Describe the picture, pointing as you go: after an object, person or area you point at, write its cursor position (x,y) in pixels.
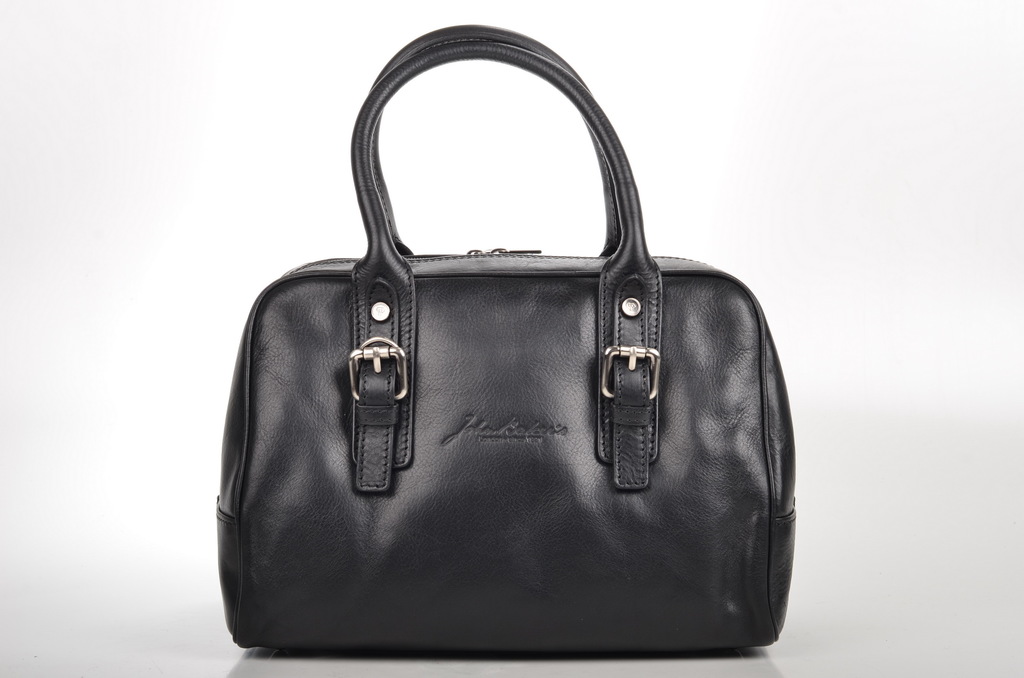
In the image we can see there is a black bag (375,500).
